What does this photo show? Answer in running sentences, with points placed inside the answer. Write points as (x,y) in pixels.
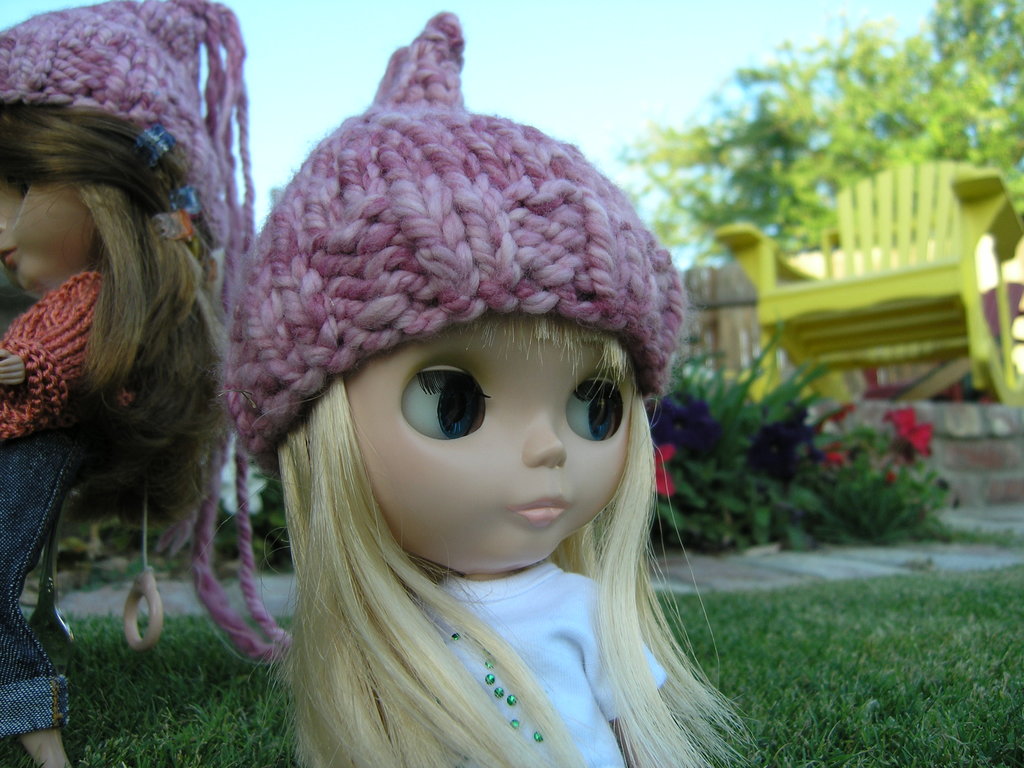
In this image I can see few dolls (66,307) and I can see pink colour caps (52,87) on their head (512,443). In the background (845,646) I can see grass (839,587), few plants (716,482), a yellow colour chair (913,195), a tree (803,169) and the sky (601,58).
